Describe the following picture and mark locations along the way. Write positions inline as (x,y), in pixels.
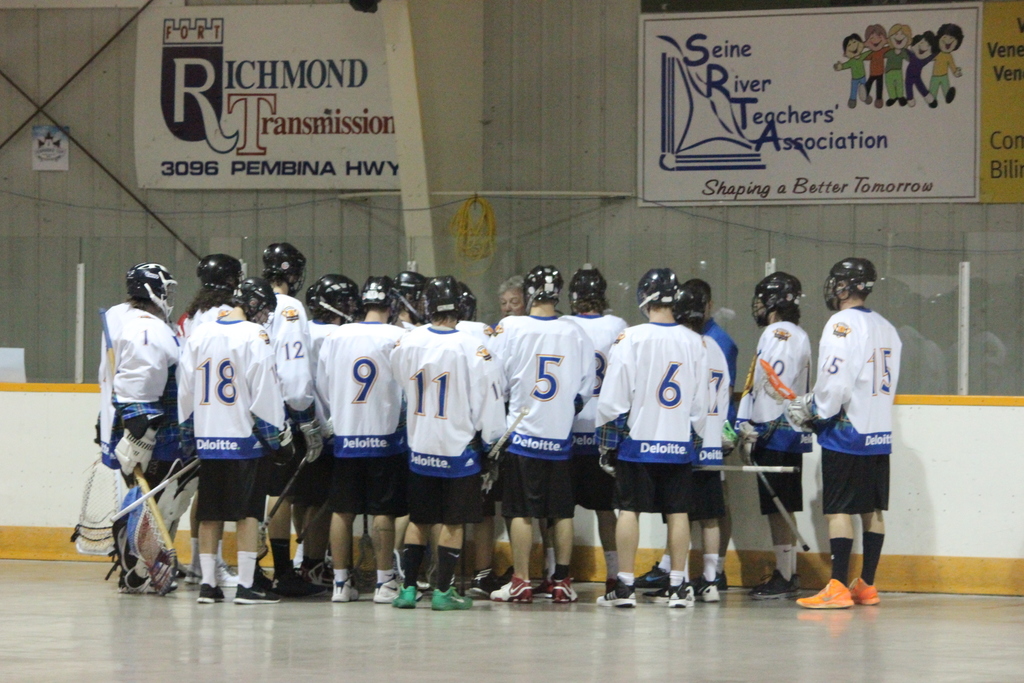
There are players (699,293) in white color t-shirts (881,319), standing on the floor (692,625). Above these persons (250,336), there are banners (279,109). Beside them, there is a white color sheet (62,429).
